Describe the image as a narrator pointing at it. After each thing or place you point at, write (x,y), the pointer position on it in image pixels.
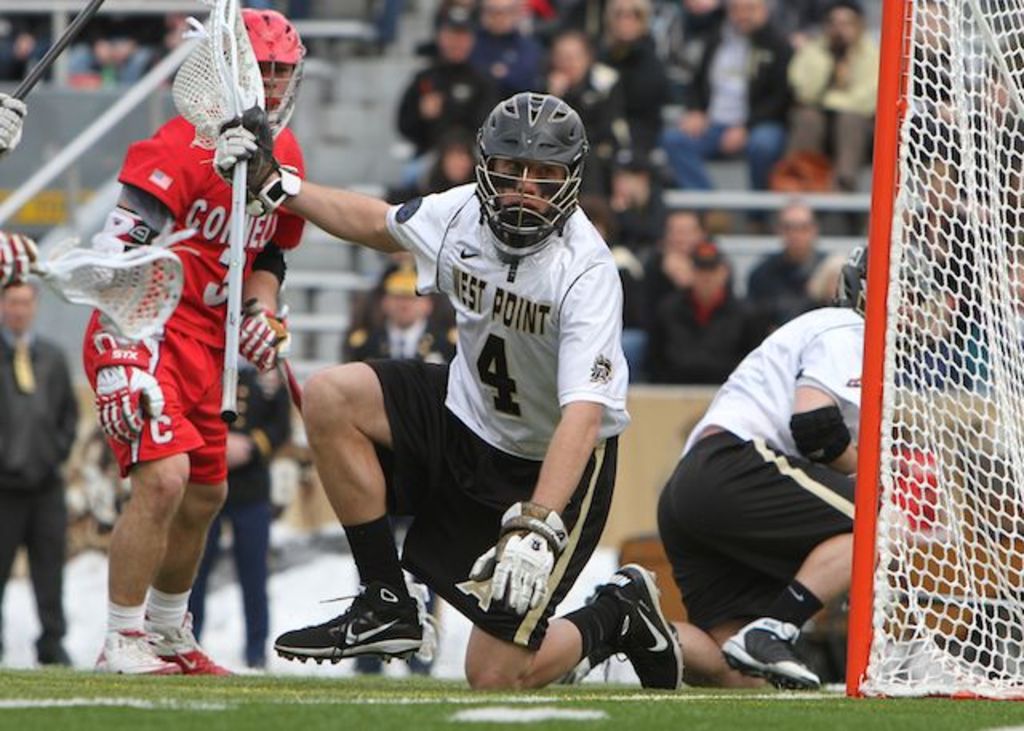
In the middle (520,474) we can see a person (497,466) is in motion on the ground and he is holding a lacrosse stick (241,228) in his hand (264,155) and on the right (773,339) there is a goal net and a person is on the ground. On the left (291,54) a person (157,503) is standing. In the background (437,118) there are audience (527,64), poles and other objects (915,441).
